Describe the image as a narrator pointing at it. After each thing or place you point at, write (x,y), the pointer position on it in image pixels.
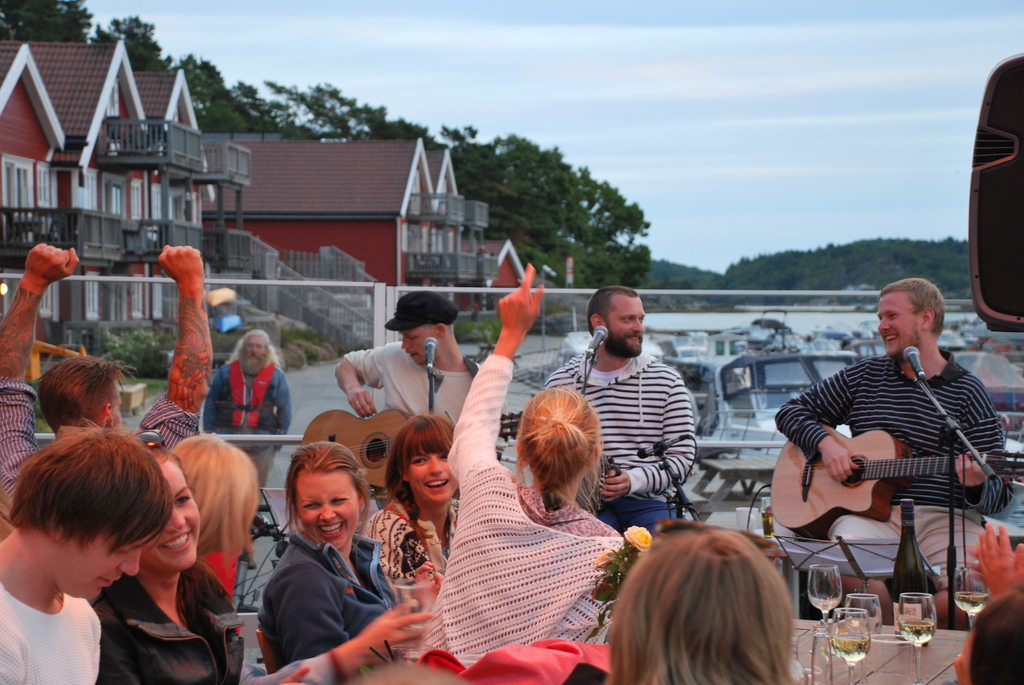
Three people (607,368) are playing music at a restaurant (678,505). Some people (571,409) are enjoying the music sitting at tables (838,629) in front of them.
